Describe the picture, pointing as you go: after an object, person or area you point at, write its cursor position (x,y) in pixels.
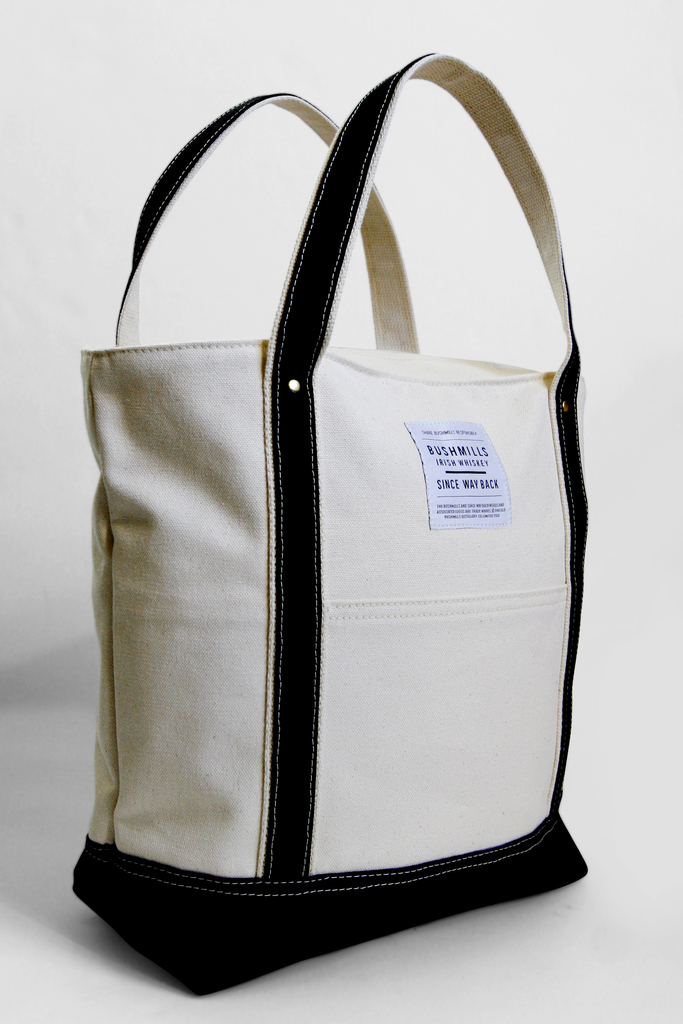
This picture is mainly highlighted with a handbag (389,354). It is black and white in color.
